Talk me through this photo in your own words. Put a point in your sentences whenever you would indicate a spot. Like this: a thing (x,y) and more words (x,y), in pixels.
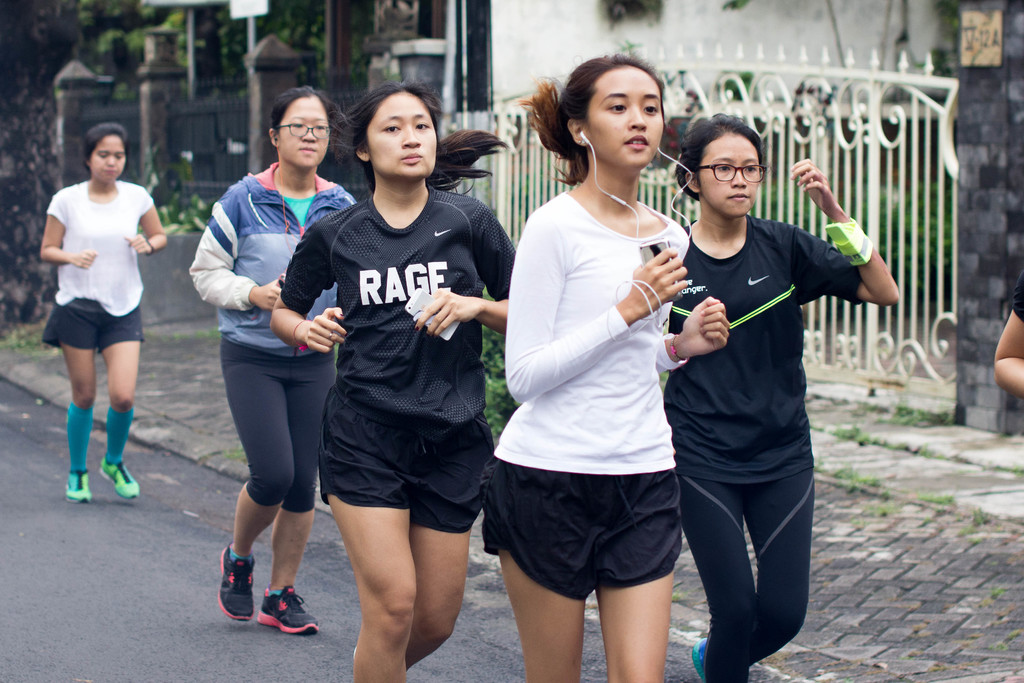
In the picture we can see few women (314,414) are jogging on the road (25,594) and beside them, we can see a path (829,604) and a gate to the wall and near the wall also we can see some plants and behind the wall (284,69) we can see a part of the tree (66,46).
